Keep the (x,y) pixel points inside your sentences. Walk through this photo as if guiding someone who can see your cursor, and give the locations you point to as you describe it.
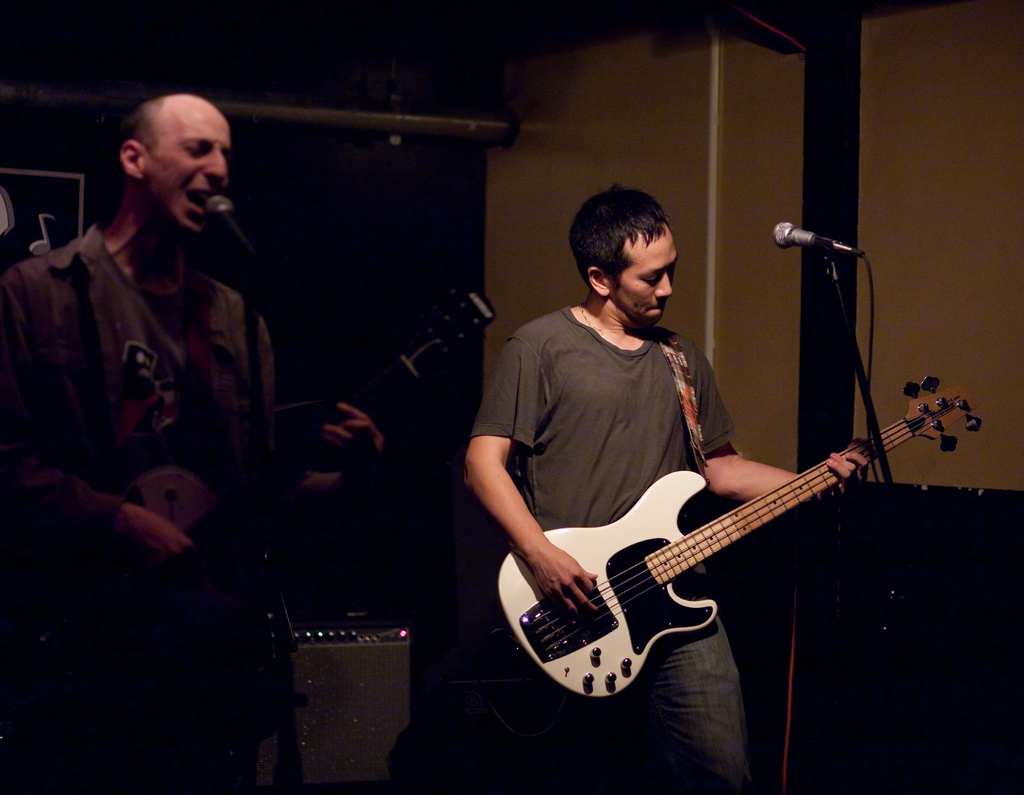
There is a person (523,378) standing on the right side (707,786) and he is playing a guitar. Here we can see a person (270,414) standing on the left side (271,491) and he is singing on a microphone (222,213).
